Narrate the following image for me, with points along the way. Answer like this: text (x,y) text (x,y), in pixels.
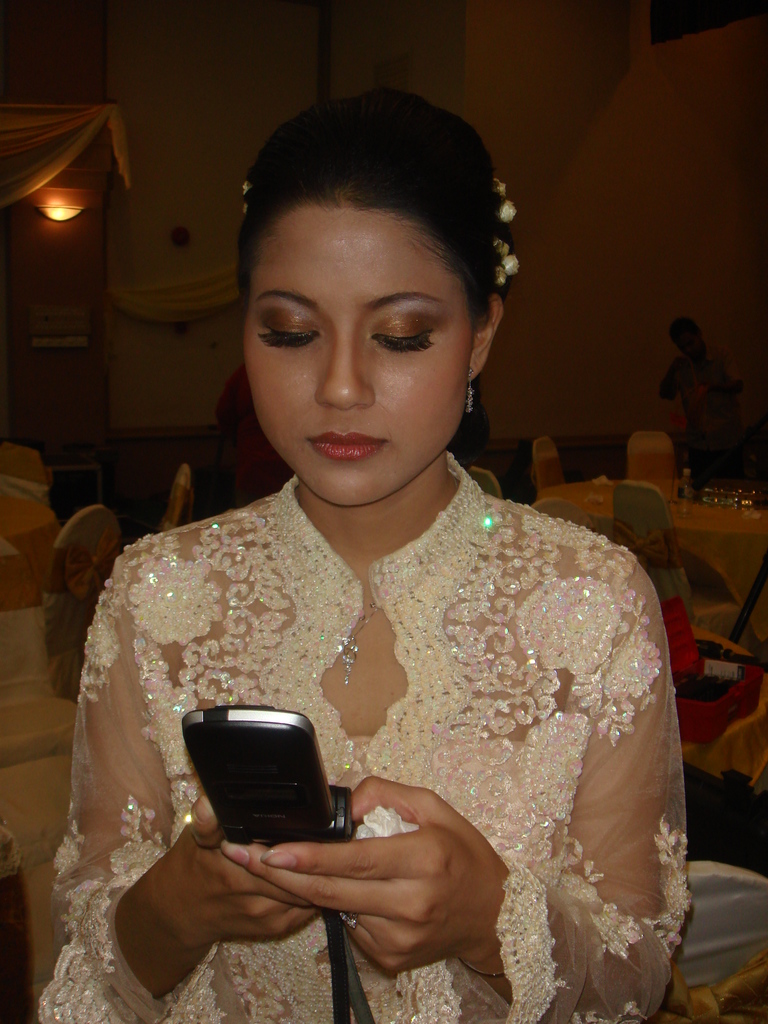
In the center of the image (313,653) we can see one woman (272,857) standing and she is holding a mobile phone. In the background (600,247) there is a wall (604,230), light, curtain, tables (765,631), chairs (694,901), glasses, few people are standing and a few other objects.
